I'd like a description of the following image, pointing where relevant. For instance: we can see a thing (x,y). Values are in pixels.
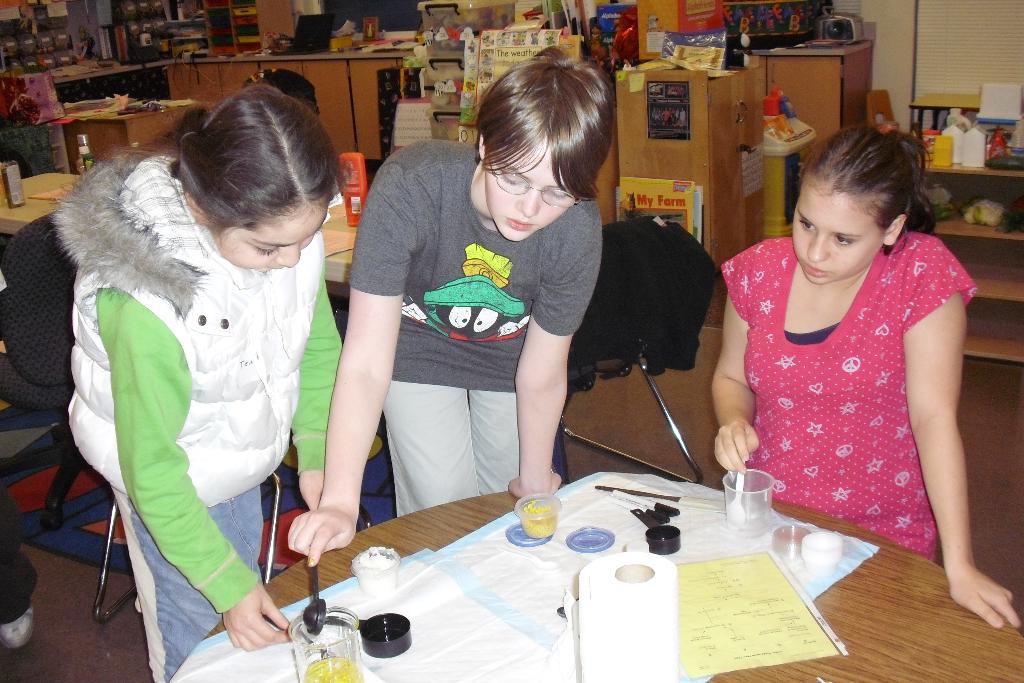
3 people (152,410) are standing. in front of them there are glass (331,645), cup (746,496), paper (745,617), tissue roll (617,627), spoon (737,486). behind them there are cupboards (354,83), books (672,202).
